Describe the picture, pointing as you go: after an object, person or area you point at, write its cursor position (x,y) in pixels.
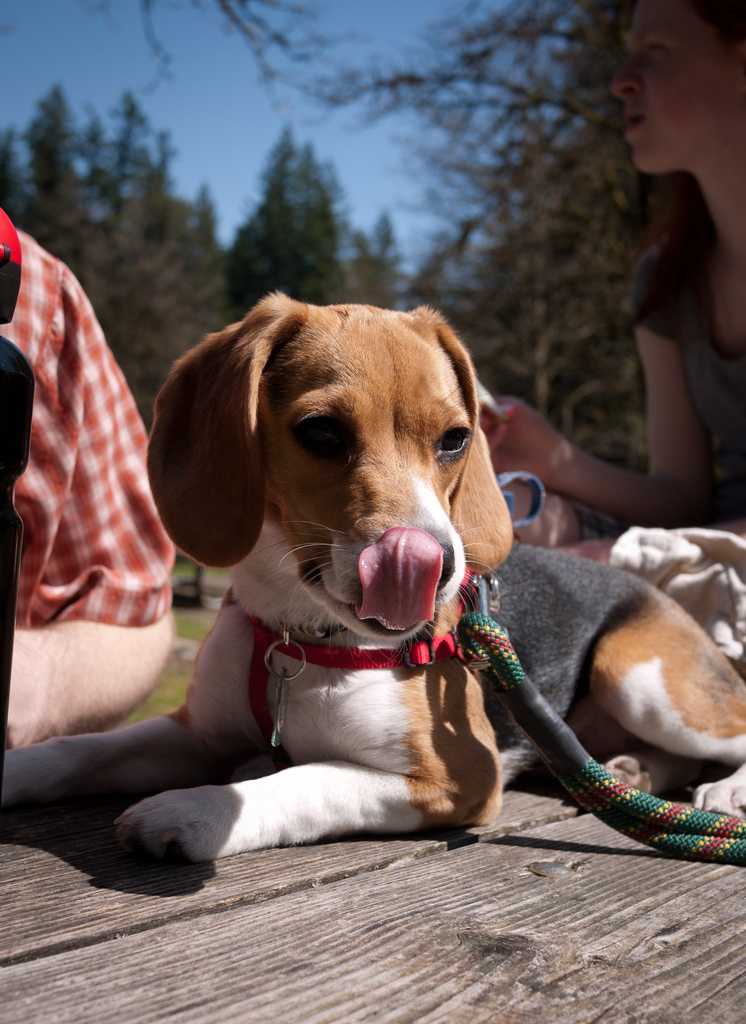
In this image I can see a dog (404,625) in black, brown and white color. It is on the wooden surface (462,882). Back I can see few people (661,156) and few trees (548,98). The sky (235,80) is in blue color.
